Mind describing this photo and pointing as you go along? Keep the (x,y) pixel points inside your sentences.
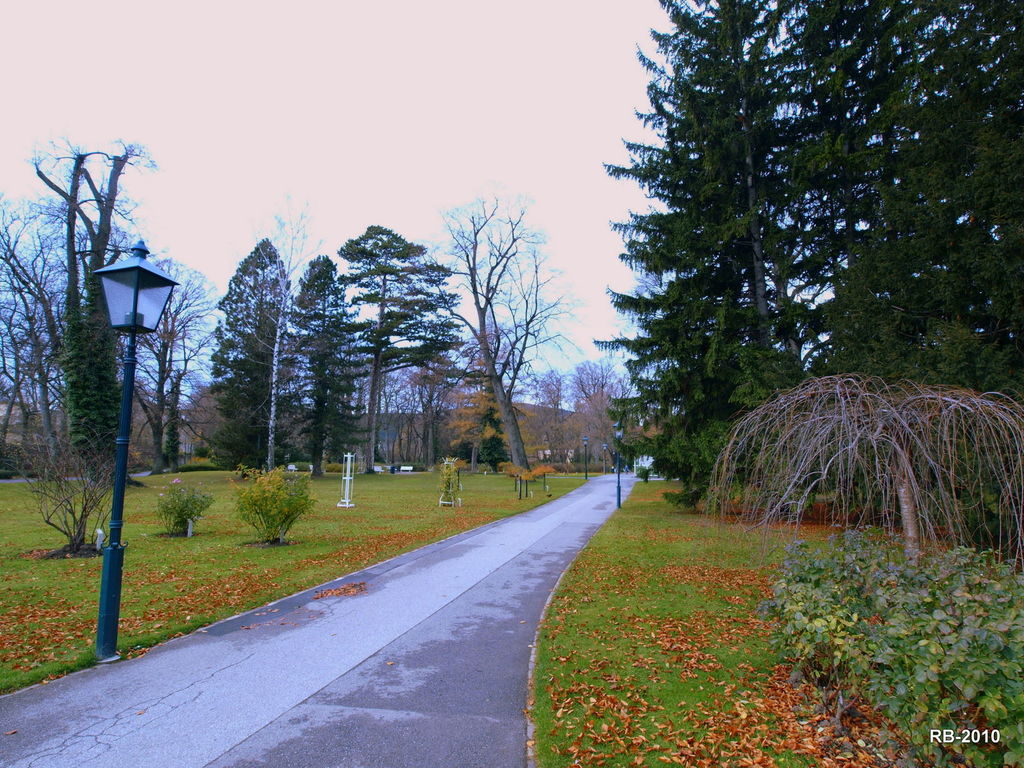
In this image we can see the trees (461,417), some plants (914,744), light poles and grass (365,485). We can also see the road (523,609) and also the dried leaves (610,700). At the top (341,114) there is sky (353,101). In the bottom right corner (952,735) we can see the letters (929,738) with numbers (978,738).
